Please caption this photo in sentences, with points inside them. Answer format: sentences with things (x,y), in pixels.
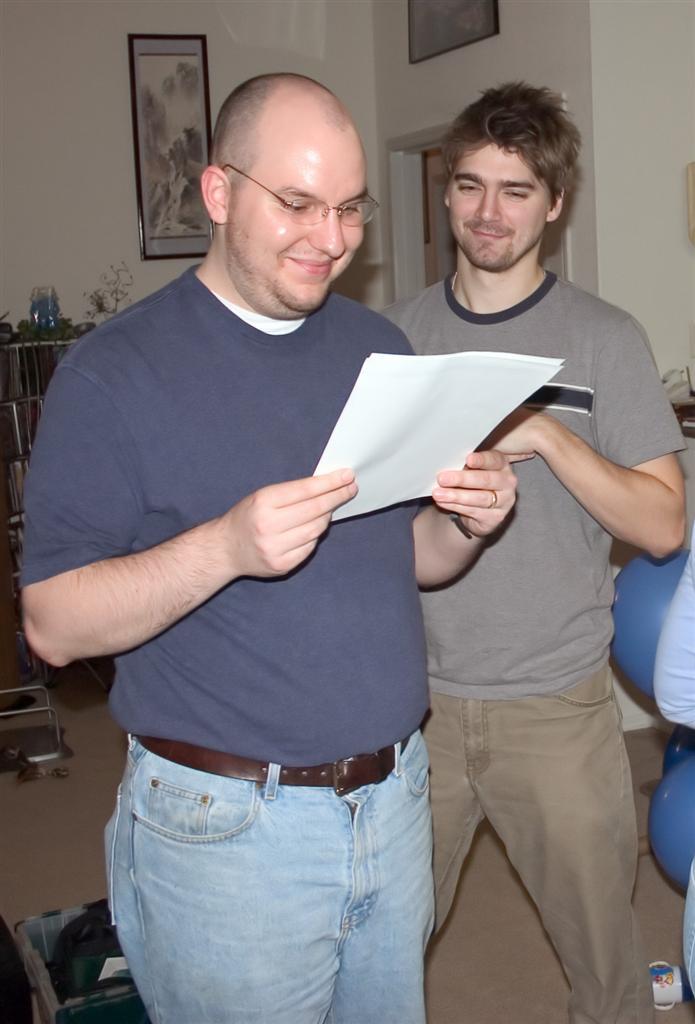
In this picture, there are two men (326,537). One of the man (319,504) is wearing blue t shirt (244,716), blue jeans (239,819) and holding a paper (380,393). Beside him, there is another man (584,750) wearing a grey t shirt (554,601) and cream trousers (579,826). In the background (78,258), there is a wall (65,247) with frames (161,81).
